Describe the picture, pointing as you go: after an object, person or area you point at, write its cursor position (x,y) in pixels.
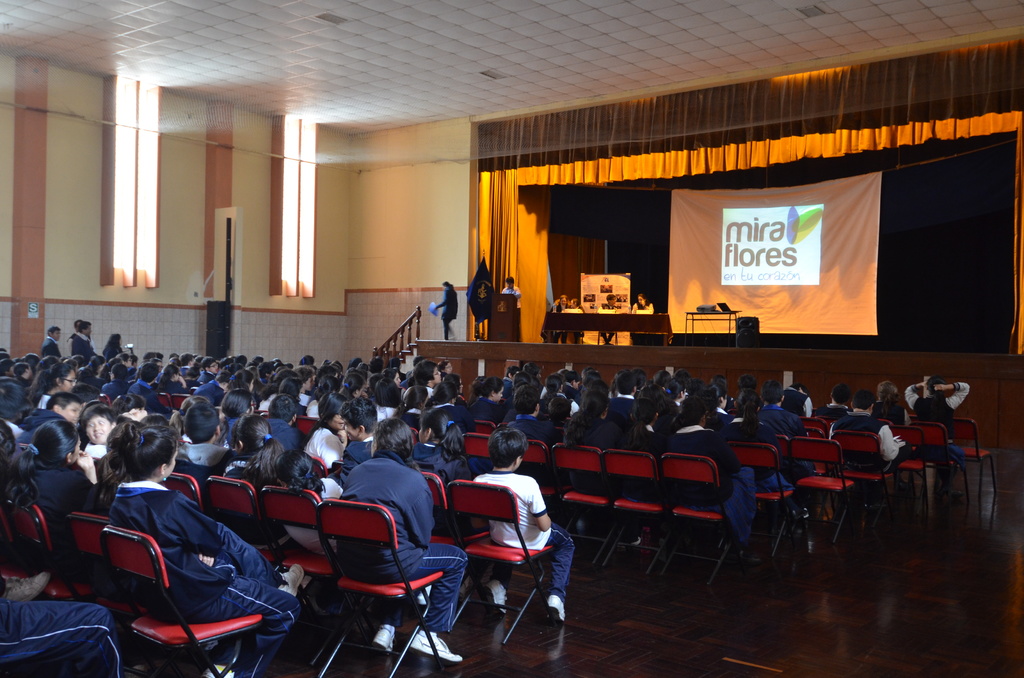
In this image a big hall (548,488) is there and many students (229,368) are sitting on the chair (390,512) and wearing the blue pant (451,550) and shirt (424,545) and on the stage (504,342) some people (610,338) are sitting on the chair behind the person (644,296) some poster (608,294) are there in the background (770,230) is a screen (770,230).
